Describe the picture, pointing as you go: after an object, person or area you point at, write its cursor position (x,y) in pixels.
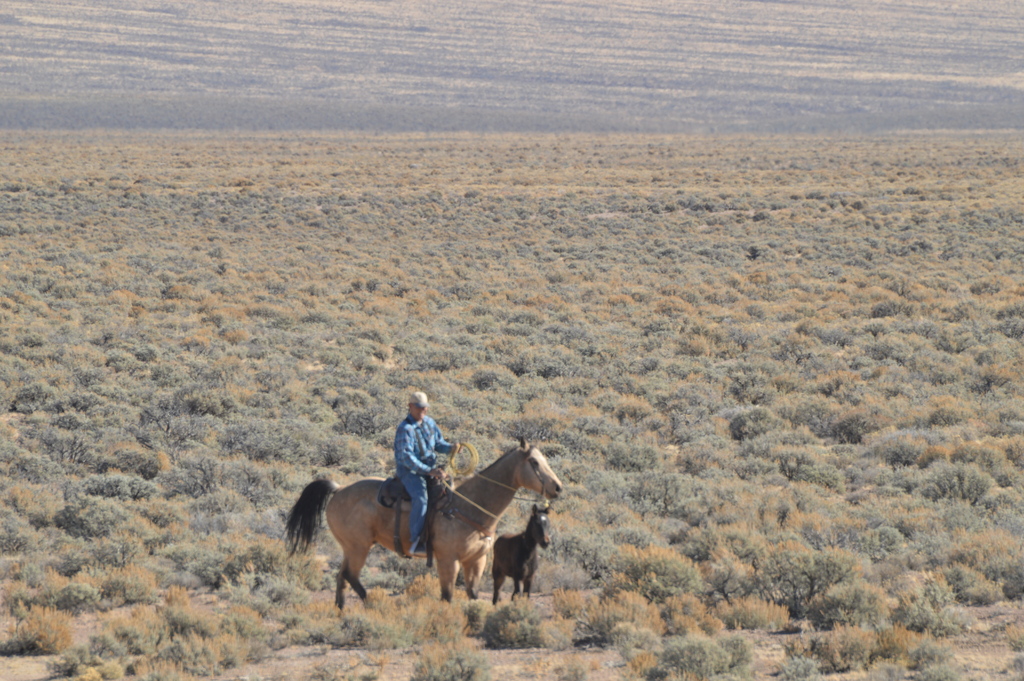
There is a man (444,480) sitting on horse (451,513) and holding rope (459,495) and we can see animals (470,582) and we can see plants (126,537).
